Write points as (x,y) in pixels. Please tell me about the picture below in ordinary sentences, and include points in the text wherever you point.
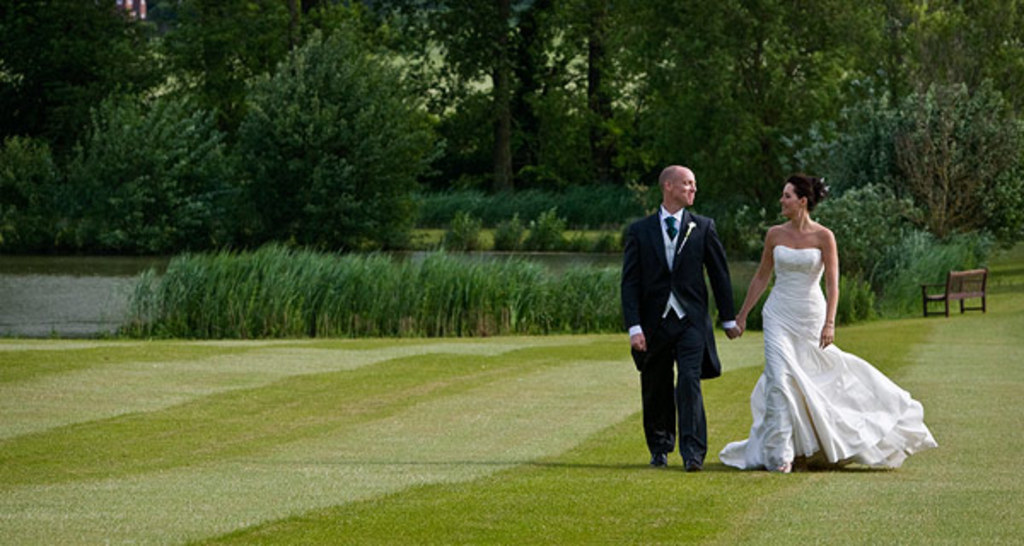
In this image there are persons (721,310) walking in the garden (732,397) and smiling. In the background (383,117) there are trees (698,116) and there are plants (421,302) and there is an empty bench (956,293). On the ground (387,457) there is grass (513,481).
